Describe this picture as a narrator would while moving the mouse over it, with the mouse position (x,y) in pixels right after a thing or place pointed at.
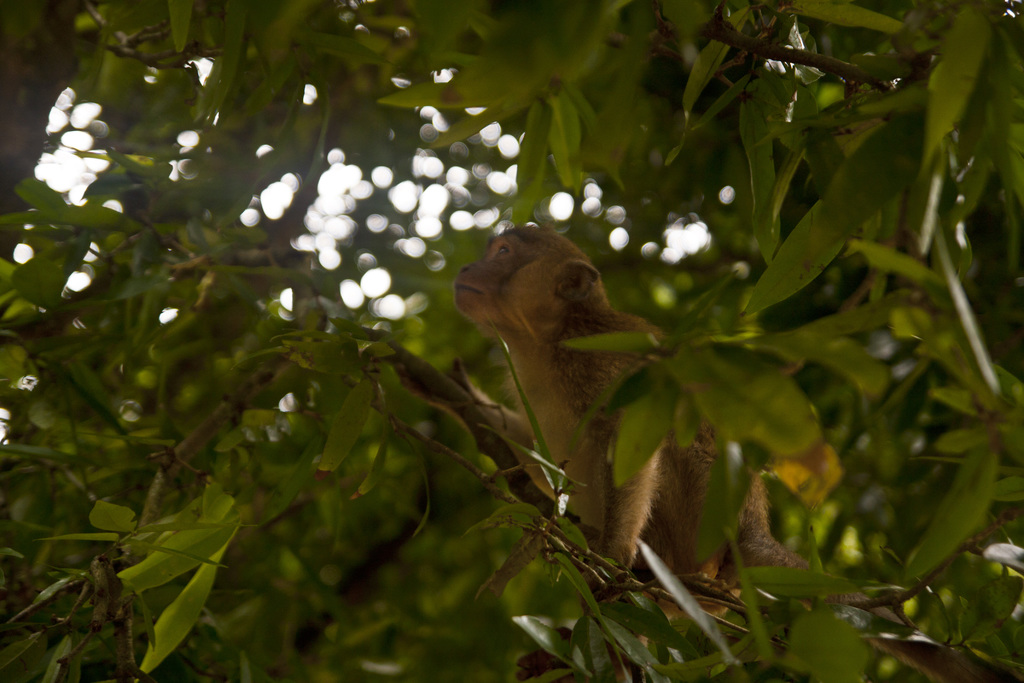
In this image I can see a brown colour monkey (562,458) on a branch (398,376) of a tree (620,636). I can also see number of green colour leaves (807,539) and I can see this image is little bit blurry from background (478,154).
